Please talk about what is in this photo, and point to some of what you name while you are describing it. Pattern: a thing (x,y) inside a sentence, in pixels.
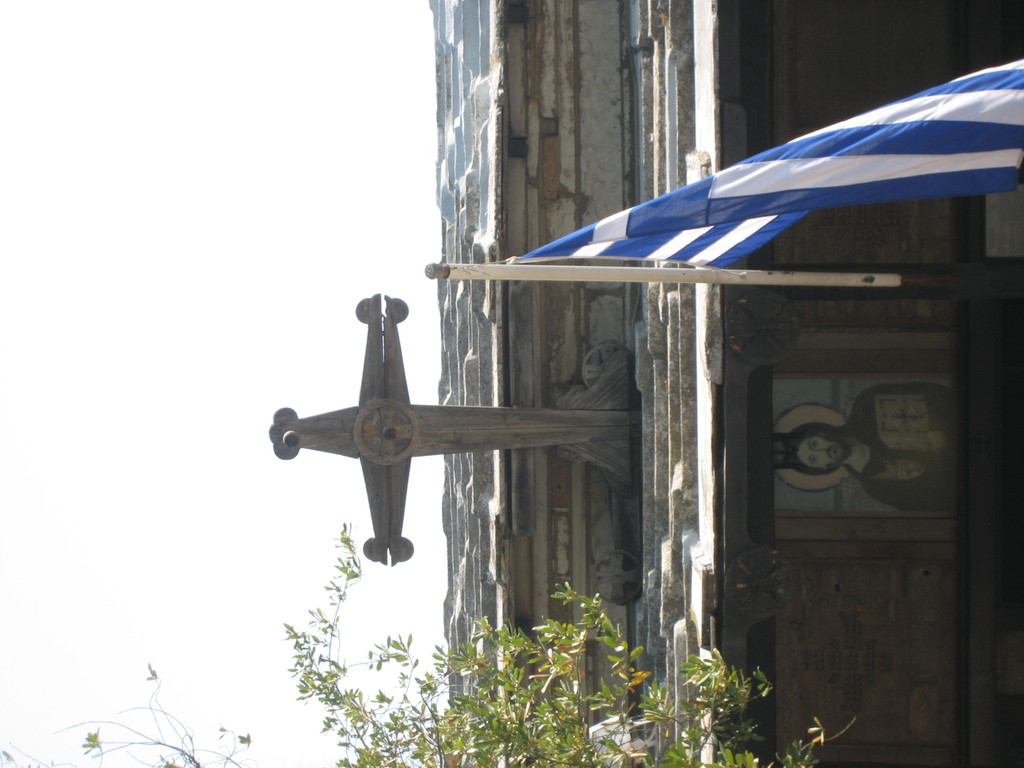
This picture shows a cross (391,400) on the house (568,221) and we see a flag pole (604,266) and a tree (702,703) and we see a photo frame (880,460) on the wall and a cloudy Sky (251,164).
